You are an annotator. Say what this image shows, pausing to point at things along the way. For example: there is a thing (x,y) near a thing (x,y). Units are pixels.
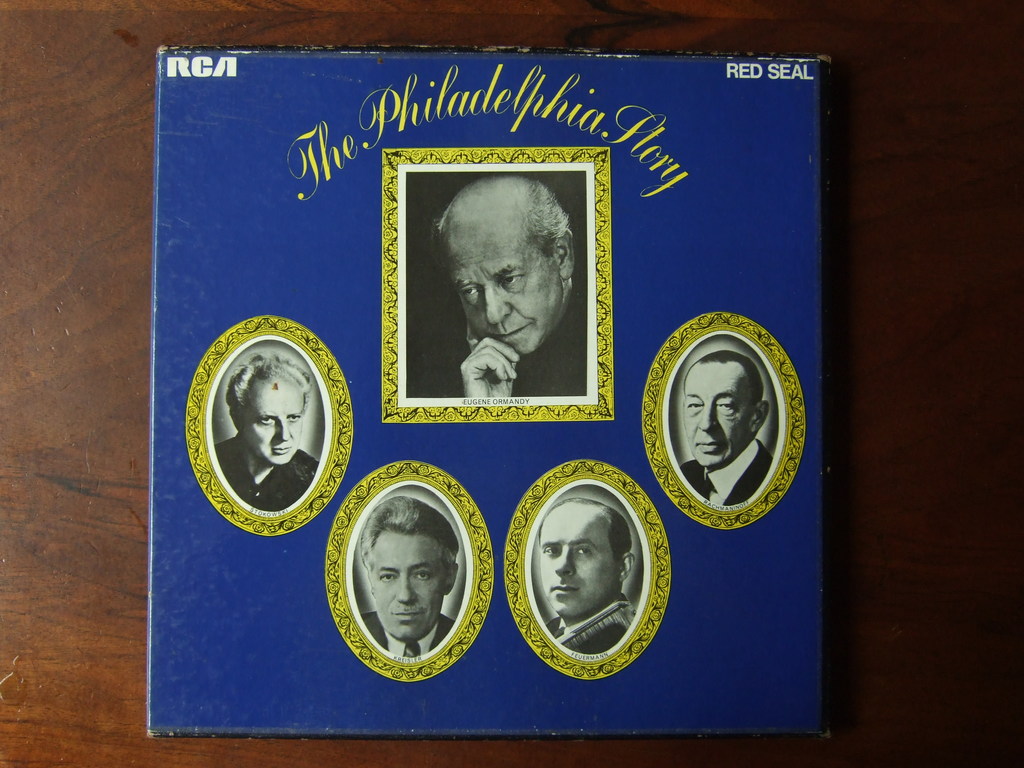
In this image, we can see a blue color book (164,106) like an object (201,52) on the wooden surface (882,244). We can see some pictures (207,454) and text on it.
